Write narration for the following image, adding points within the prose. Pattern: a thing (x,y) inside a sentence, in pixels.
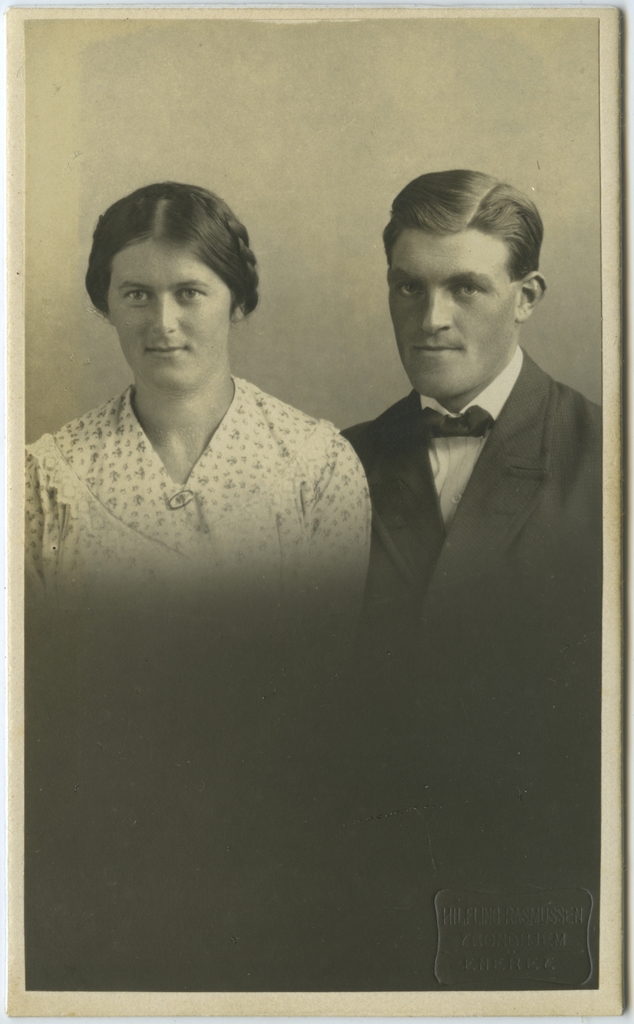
In this picture there is a man (407,199) and a woman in the center of the image (311,584).
